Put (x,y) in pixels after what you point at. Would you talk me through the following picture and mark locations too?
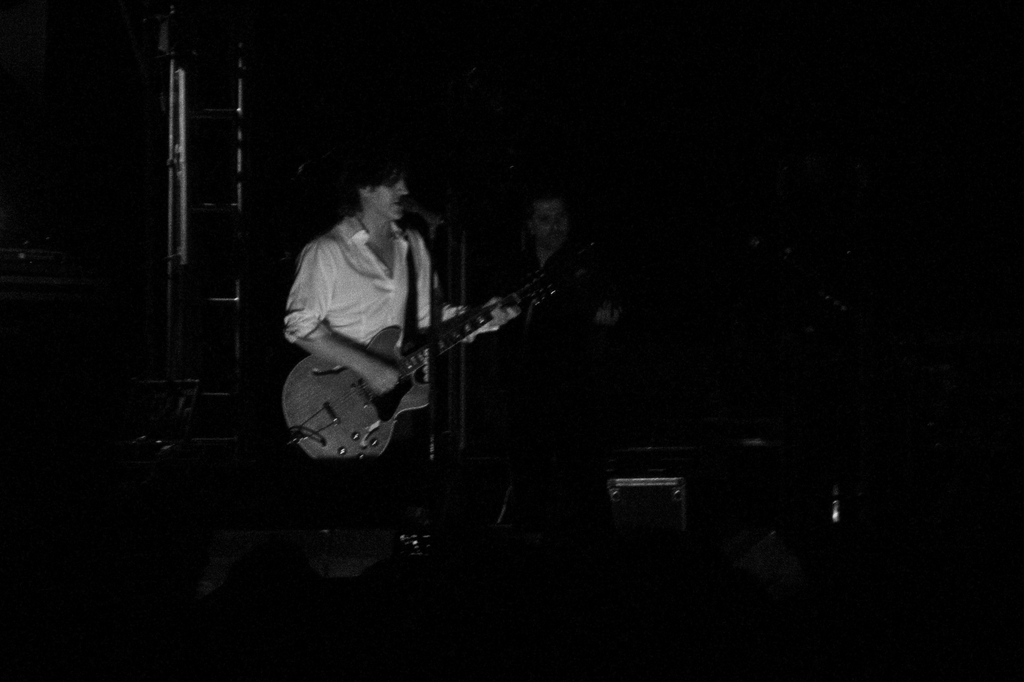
The 2 persons (496,315) are standing. They are playing a musical instruments (287,409). We can see in the background (182,270) ladder (236,237).
